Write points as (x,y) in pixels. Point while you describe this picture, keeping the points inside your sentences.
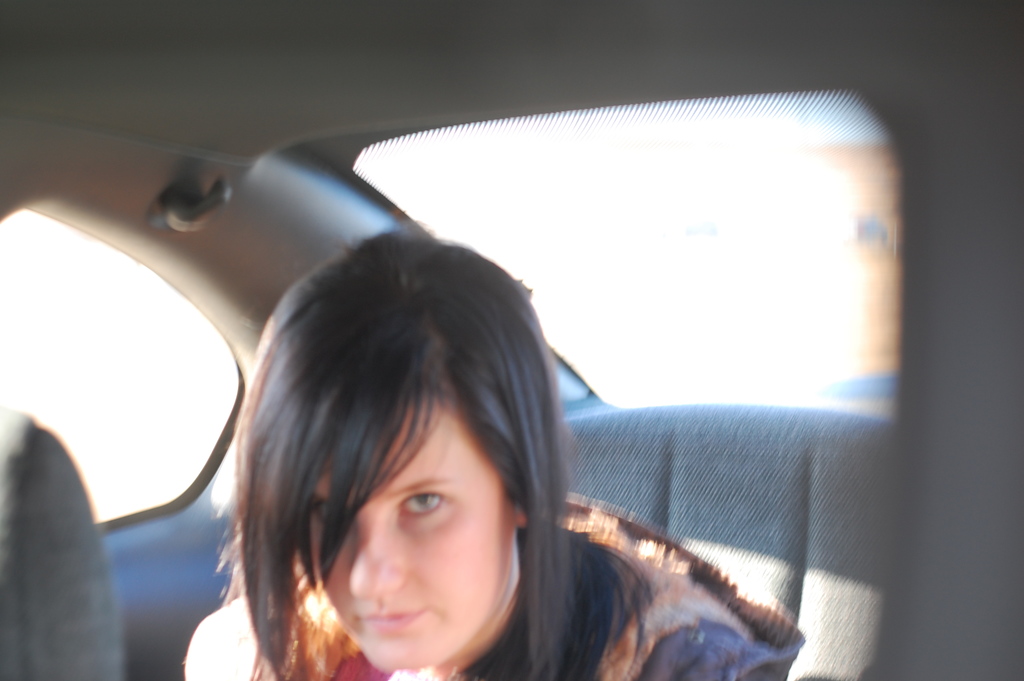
In this image there is vehicle (272,192) truncated, there is a person (459,448) sitting inside a vehicle (708,68), the background of the image (554,178) is white in color.
